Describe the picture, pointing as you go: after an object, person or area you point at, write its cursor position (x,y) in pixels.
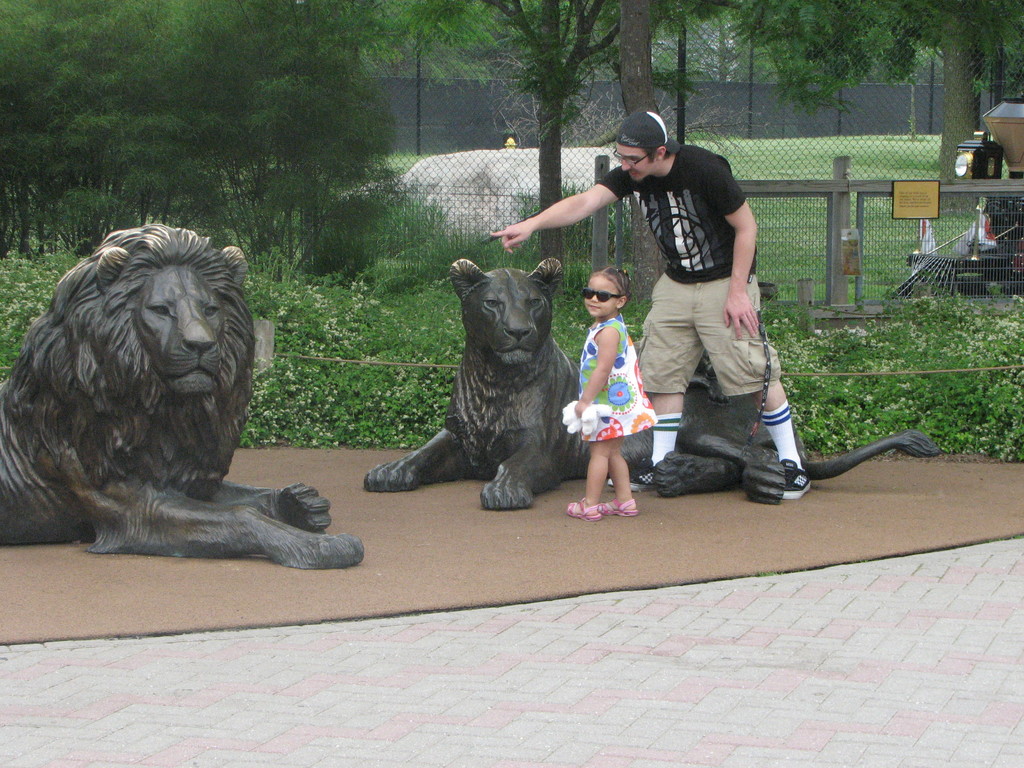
In the picture there are two lion statues (500,426) and there is a kid (616,397) and a man (760,388) standing beside one of the statue (498,333) and behind them there are some plants (341,286) and trees (197,11) and in the background (923,66) there is a mesh (744,49) and behind the mesh (617,87) on the right side (1008,135) there is some object (1020,130), it looks like some equipment (980,173).
